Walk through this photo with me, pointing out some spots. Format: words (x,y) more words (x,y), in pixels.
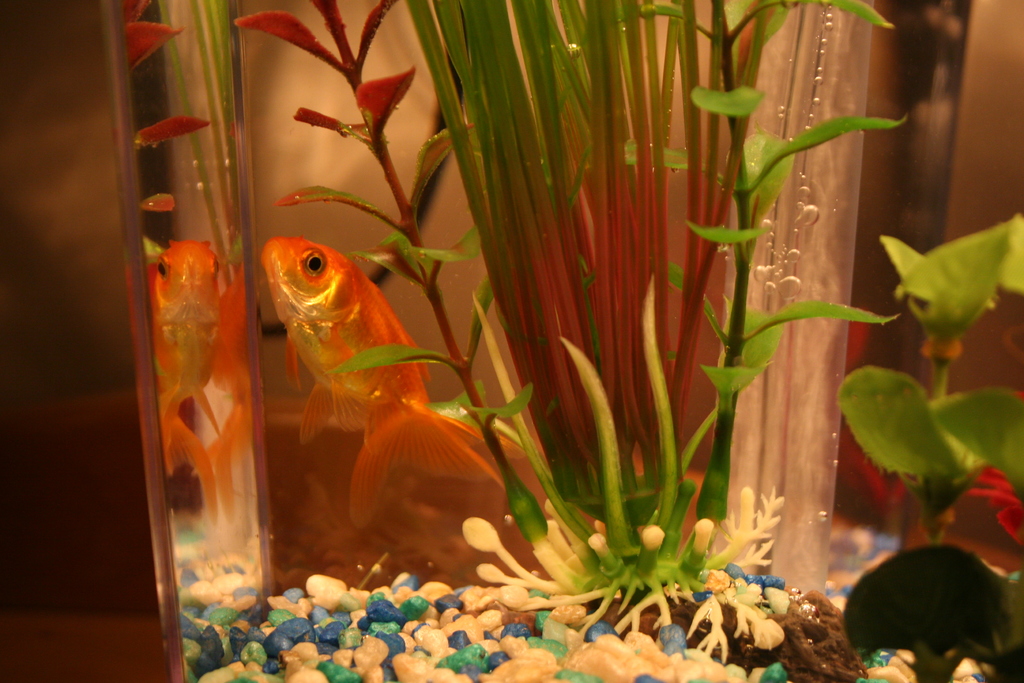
In this image we can see the aquarium (163,219). In the aquarium (803,441) there are plants (674,401), stones (343,624) and a fish (332,325).
